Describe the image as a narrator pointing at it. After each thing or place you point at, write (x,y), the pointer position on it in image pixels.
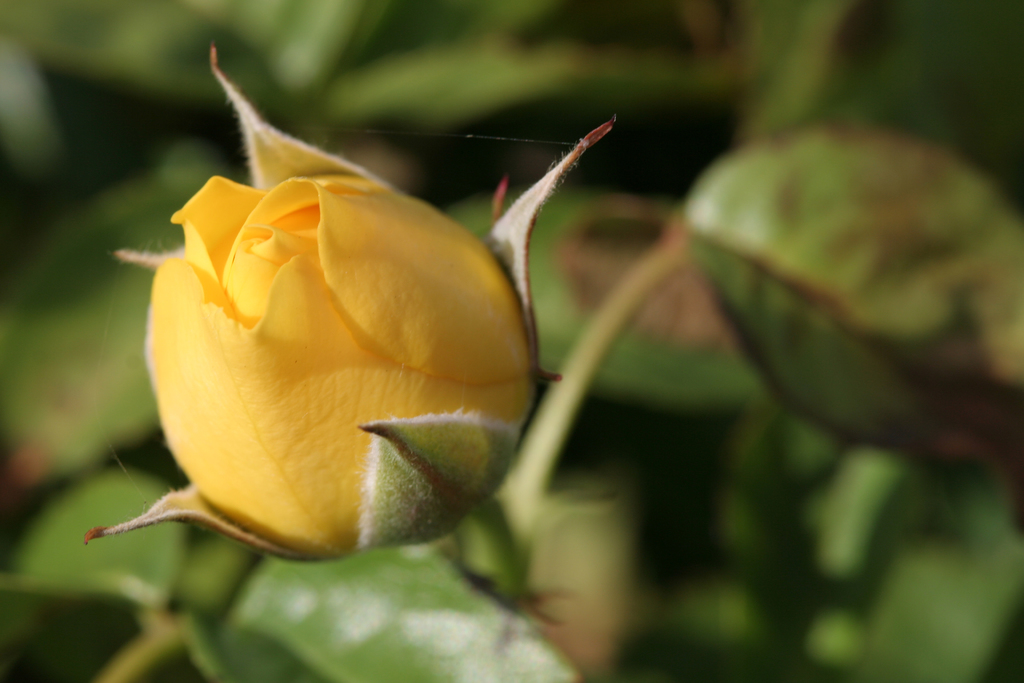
In the center of the image (386,352) we can see an unbloomed yellow rose (300,393). At the bottom (475,549) there are plants (590,488).
